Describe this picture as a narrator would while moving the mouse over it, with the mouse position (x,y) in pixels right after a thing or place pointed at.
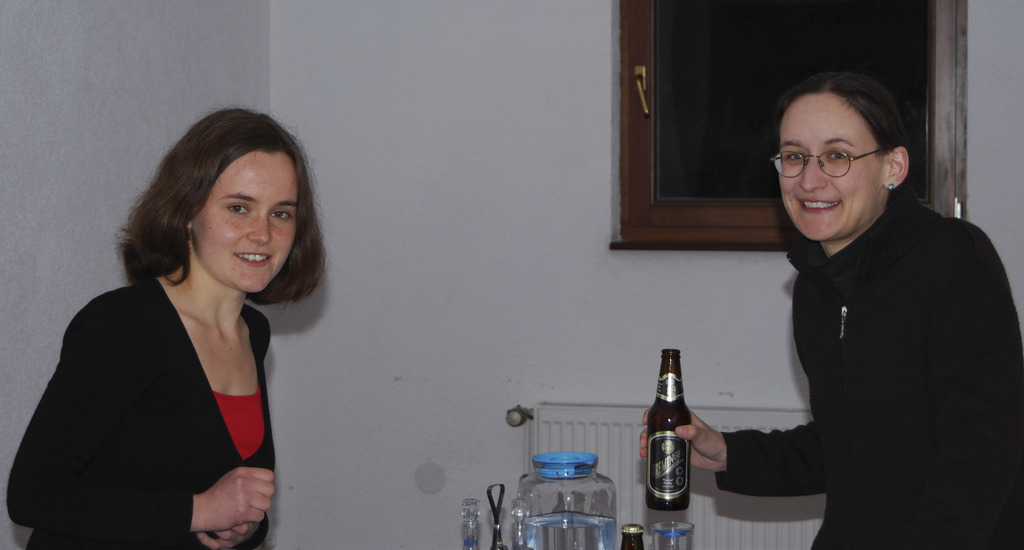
This two womens (881,292) are standing. This woman (858,296) holds bottle (666,469) and smile. We can able to see jar (553,492), bottle (630,537) and glass (673,529). This is window (745,98) with door (745,136). These two women (83,438) wore black jacket (920,428).
